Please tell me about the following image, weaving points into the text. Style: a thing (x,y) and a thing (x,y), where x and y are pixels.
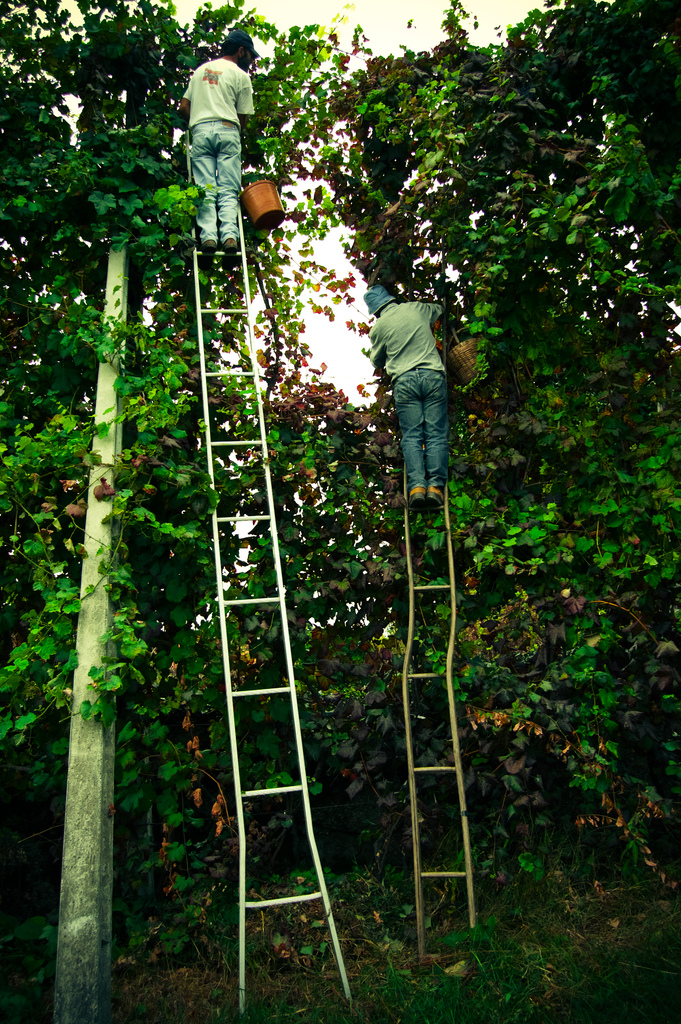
Here in this picture we can see the ground (263,966) is fully covered with grass (429,978) and we can also see plants (540,671) and trees (568,489) present and in the middle (255,601) we can see two ladders (246,445) present, on which we can see persons (239,84) standing by holding buckets (474,350) in their hands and they are trying to take out the fruits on the plants (459,242) and on the left side (121,427) we can see a pillar (118,295) present.
